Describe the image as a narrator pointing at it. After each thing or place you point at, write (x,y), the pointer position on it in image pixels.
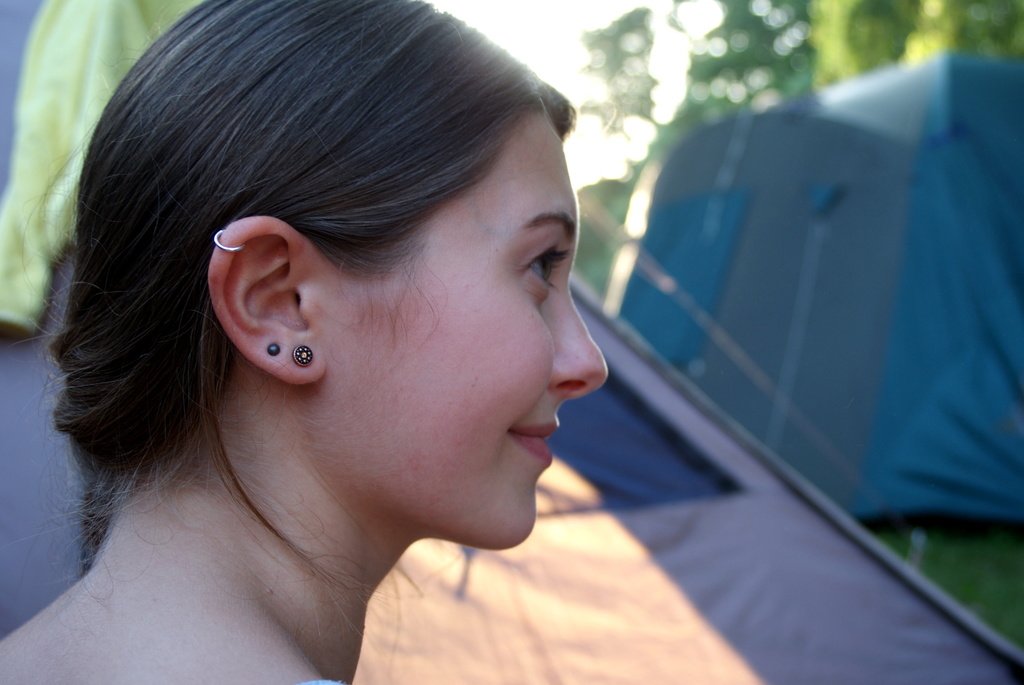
In this picture we can see a woman (474,521) is smiling in the front (485,529), there are tents (833,371) and grass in the background (805,214), we can see a blurry background (980,10).
